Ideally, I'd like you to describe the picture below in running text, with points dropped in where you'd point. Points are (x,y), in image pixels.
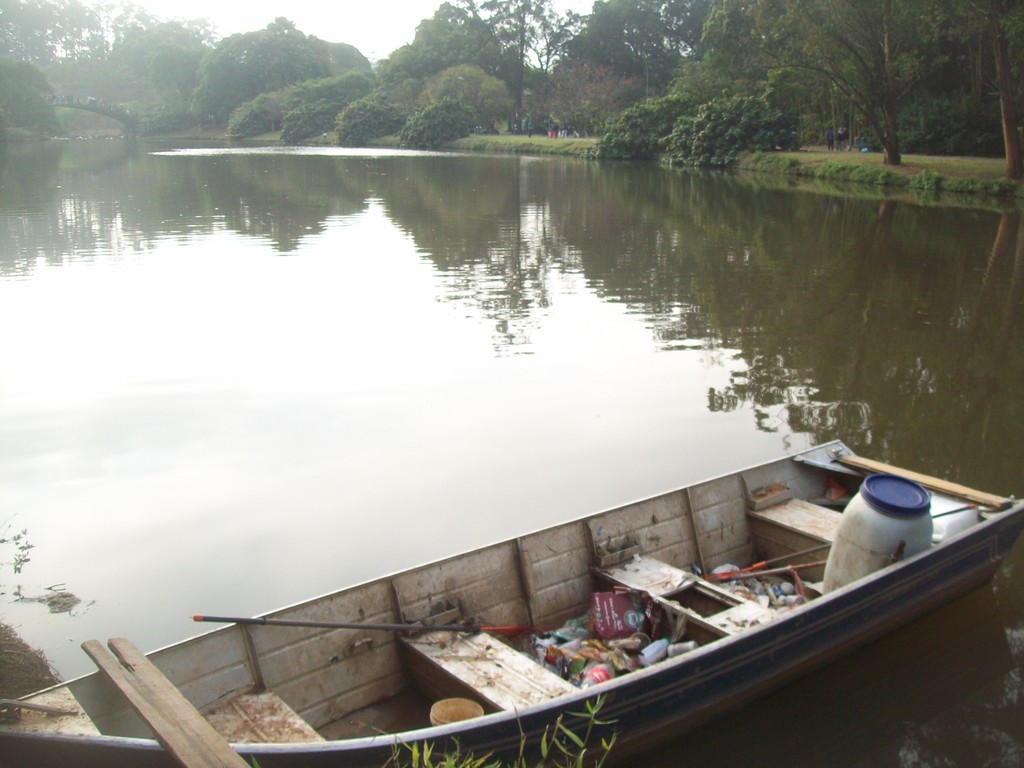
In this image I can see a boat (507,569) on the water (416,391). On the boat (566,563) I can see a drum (850,551) and some other objects (378,624). In the background (360,32) I can see trees (491,100) and the sky (233,11).
